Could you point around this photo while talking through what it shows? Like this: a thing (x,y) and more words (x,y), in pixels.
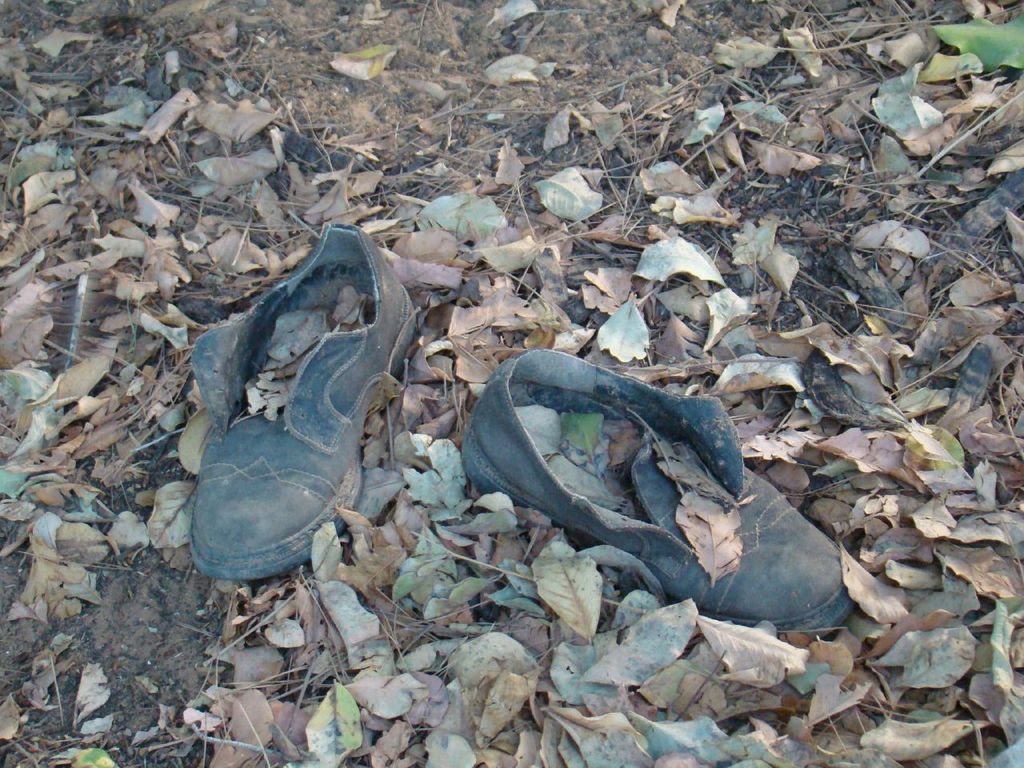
In this image in the center (672,415) there are a pair of shoes (484,441), and at the bottom (816,633) there are some dry leaves (810,169) and some scrap (879,285) and sand (511,106).
